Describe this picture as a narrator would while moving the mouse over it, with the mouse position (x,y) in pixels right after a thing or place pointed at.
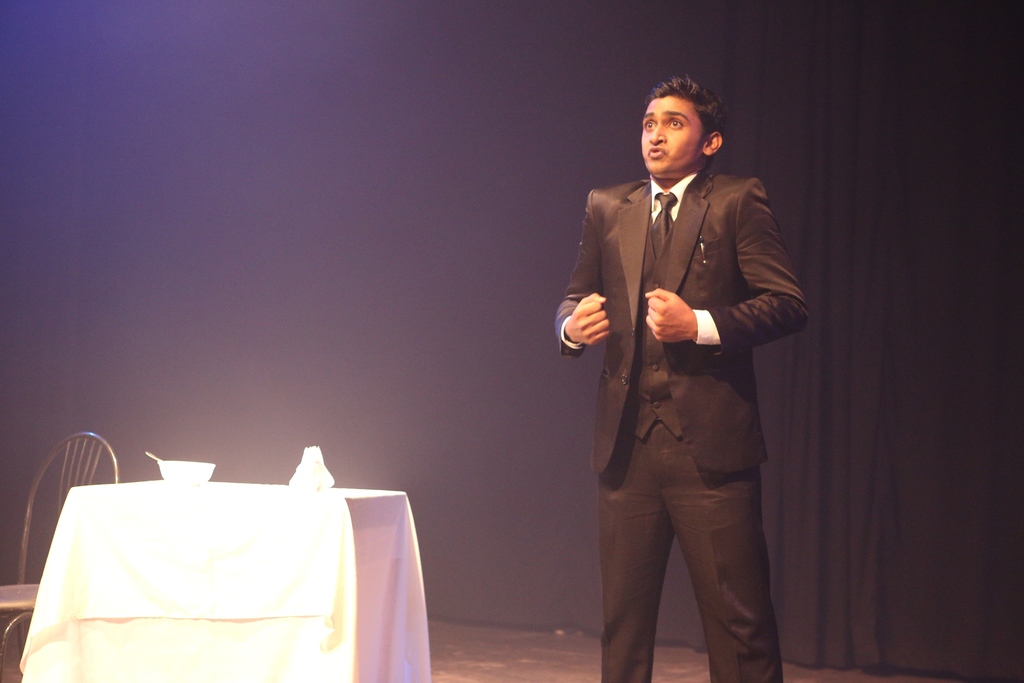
In this picture I can see a man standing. I can see a cloth (341,515) on the table (299,488), there is a bowl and an object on the table (176,515), chair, and in the background (396,166) there is a curtain (634,141).
